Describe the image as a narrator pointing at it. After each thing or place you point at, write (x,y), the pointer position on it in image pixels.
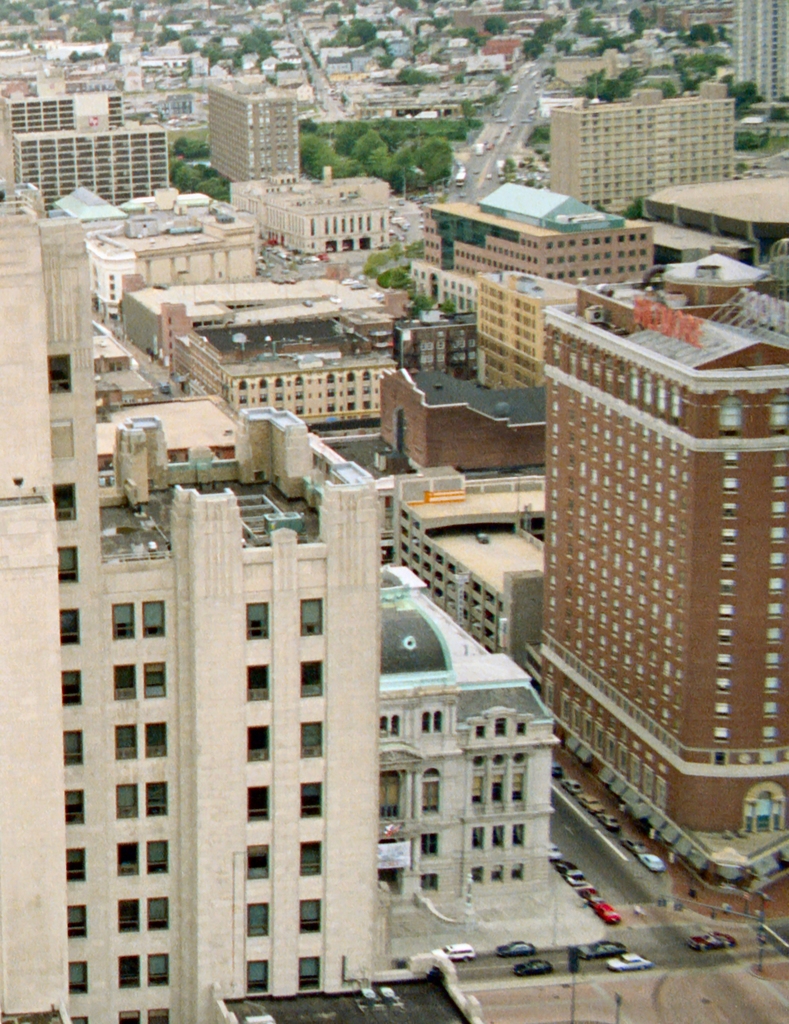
This image consists of buildings (276,638), houses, trees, light poles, fleets (580,876) of vehicles (611,907) on the road (611,834) and windows (307,615). This image is taken may be during a day.
